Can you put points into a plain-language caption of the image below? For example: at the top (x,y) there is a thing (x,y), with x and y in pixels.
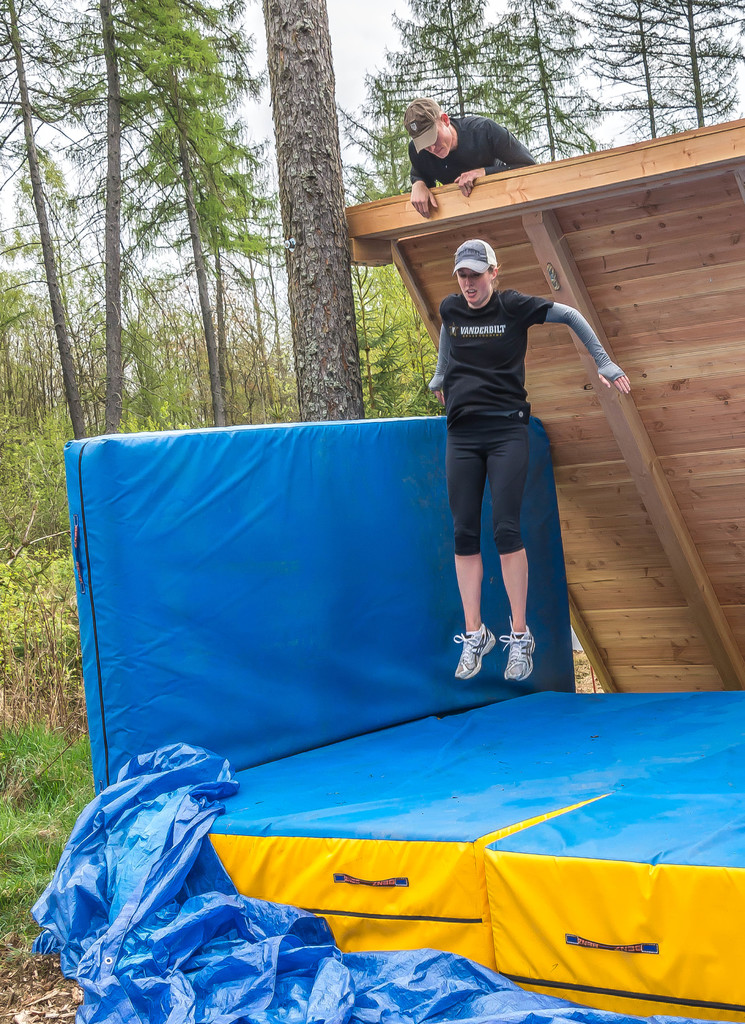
In this image there are two persons (479,250). There is a blue color bed (479,716). At the bottom of the image (236,990) there is a blue color cover (174,927). At the background of the image (80,272) there are trees (59,280).
